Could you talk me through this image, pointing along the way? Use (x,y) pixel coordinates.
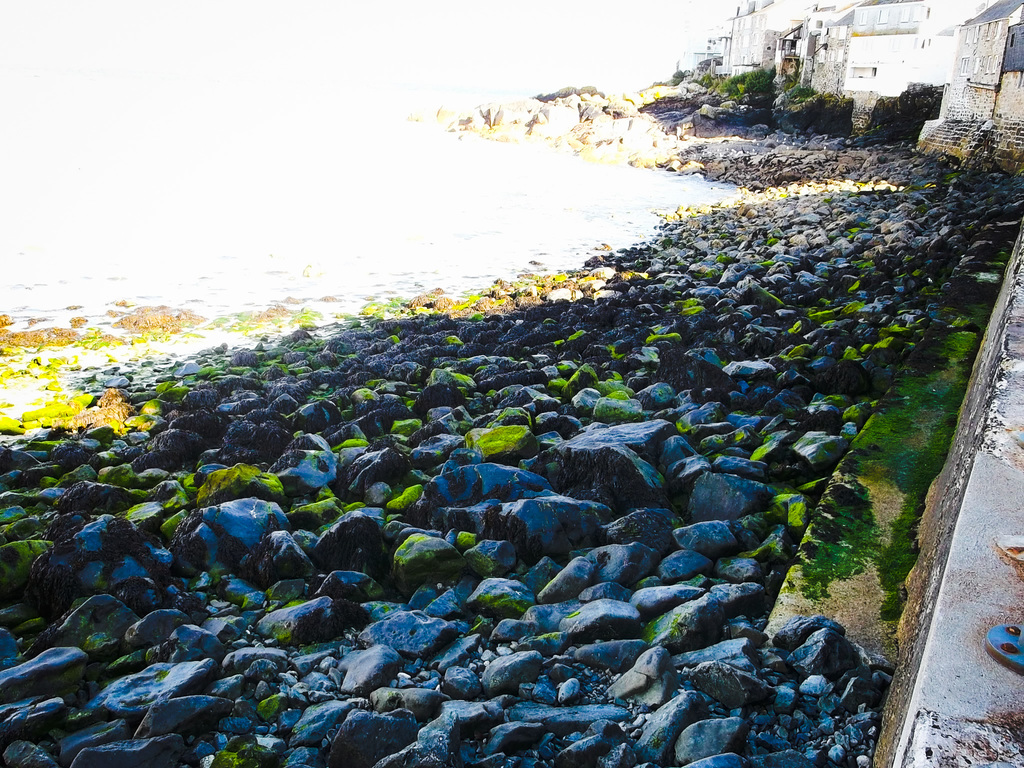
In this picture there are houses (900,1) and greenery (795,83) in the top right side of the image (766,50) and there are pebbles (737,209) and algae (134,508) at the bottom side of the image (395,555).
